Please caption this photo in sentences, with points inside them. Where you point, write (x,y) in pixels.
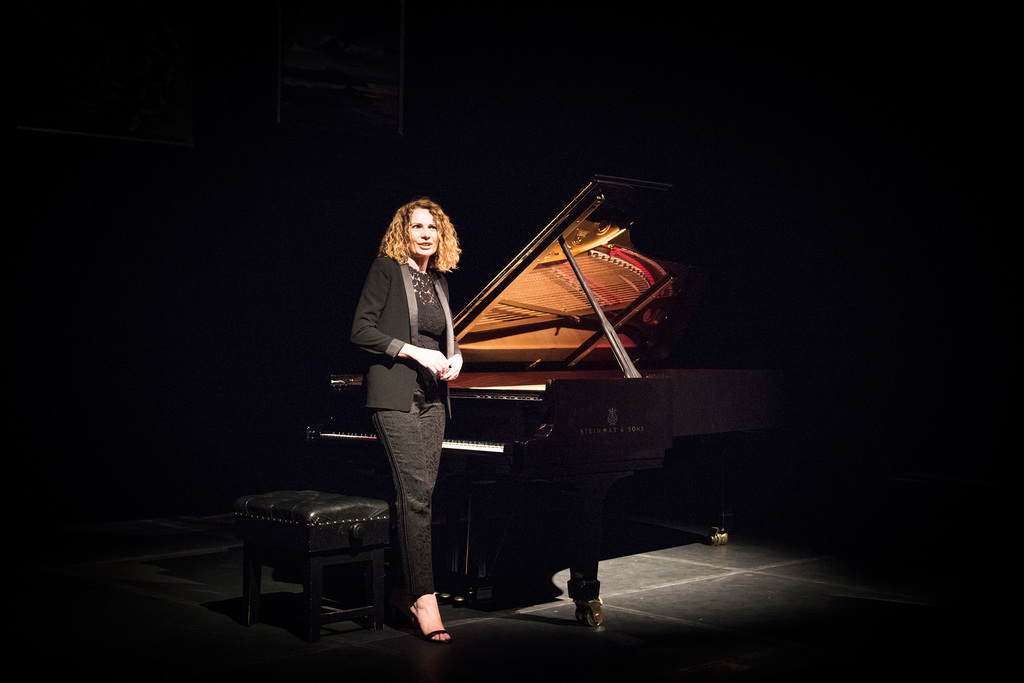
In this image i can see a woman (423,535) standing at right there is a piano (457,474).
